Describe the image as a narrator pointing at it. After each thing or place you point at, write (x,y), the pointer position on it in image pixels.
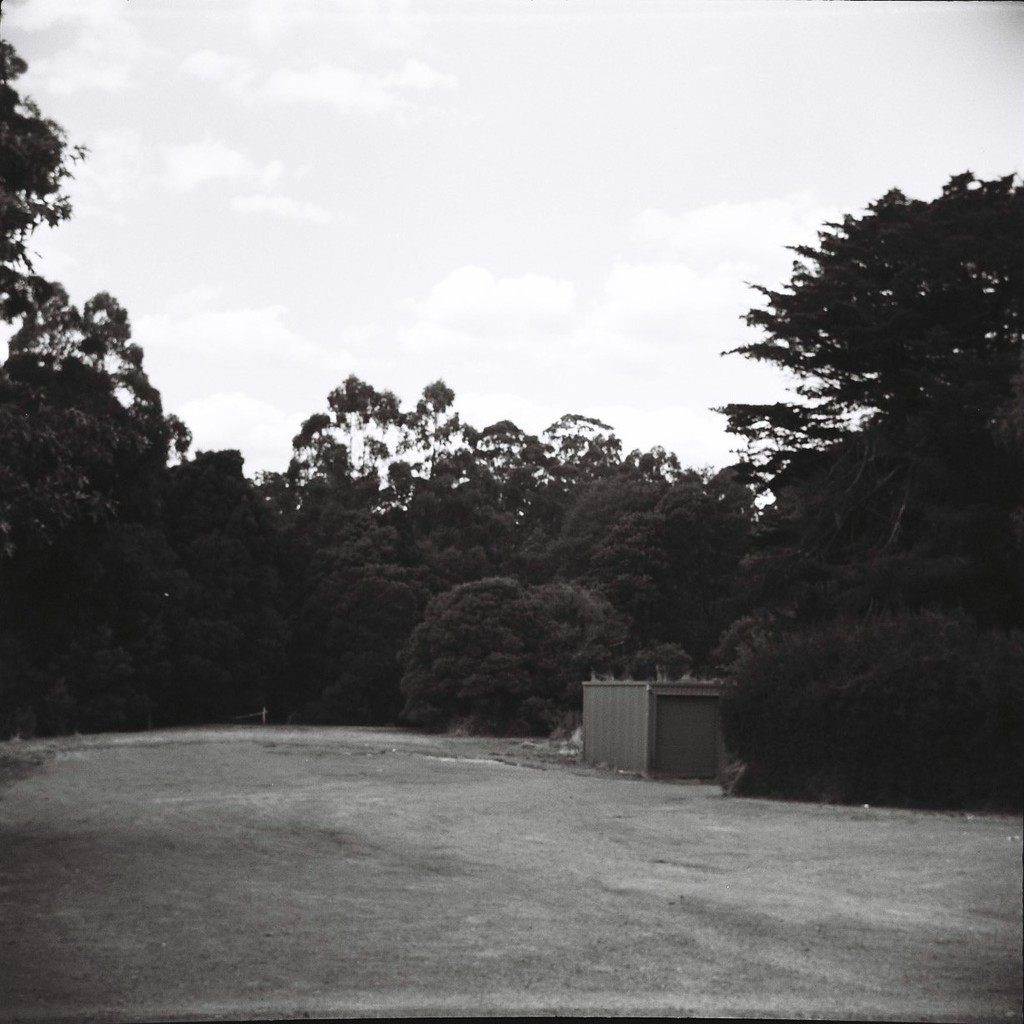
In this image we can see a shed (668,726) placed on a ground (492,907). In the background (959,750) we can see group of trees (374,628) and sky (654,163).
